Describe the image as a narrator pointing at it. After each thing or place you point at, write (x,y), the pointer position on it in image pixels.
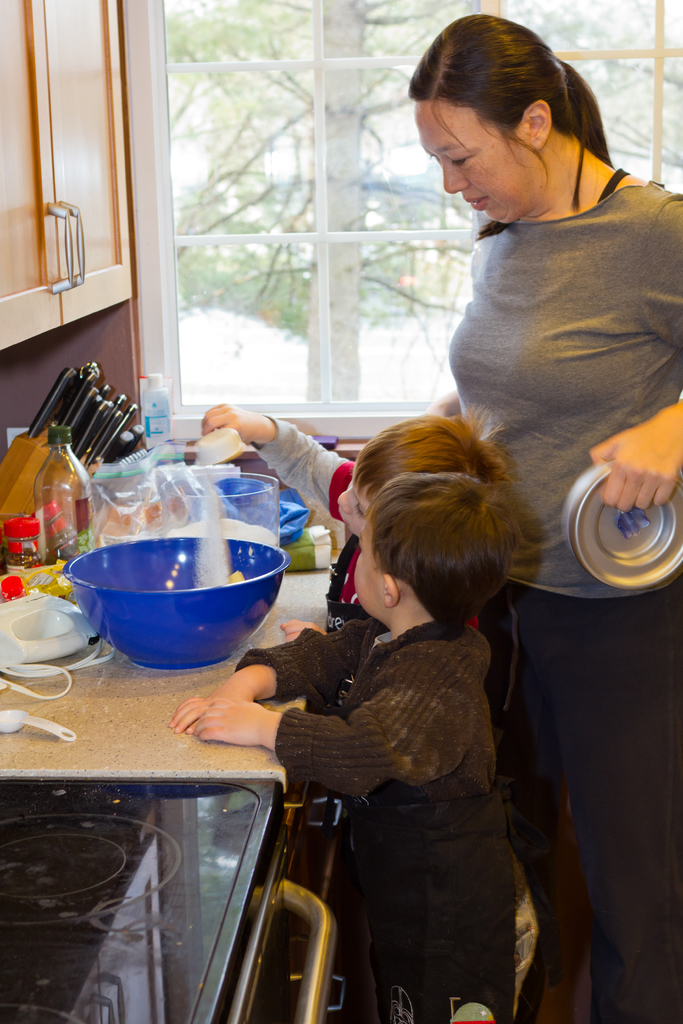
In this image, there are three persons (479,646) standing. Among them two persons (373,474) holding the objects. In front of three persons (336,470), there is a bowl (169,595), spoon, bottle (54,499), jars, a knife set (19,477) and few other objects (296,506) on a kitchen cabinet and I can see a cupboard (25,196). In the bottom left corner of the image (215,987), I can see an induction stove (191,891). In the background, I can see the trees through a glass window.
